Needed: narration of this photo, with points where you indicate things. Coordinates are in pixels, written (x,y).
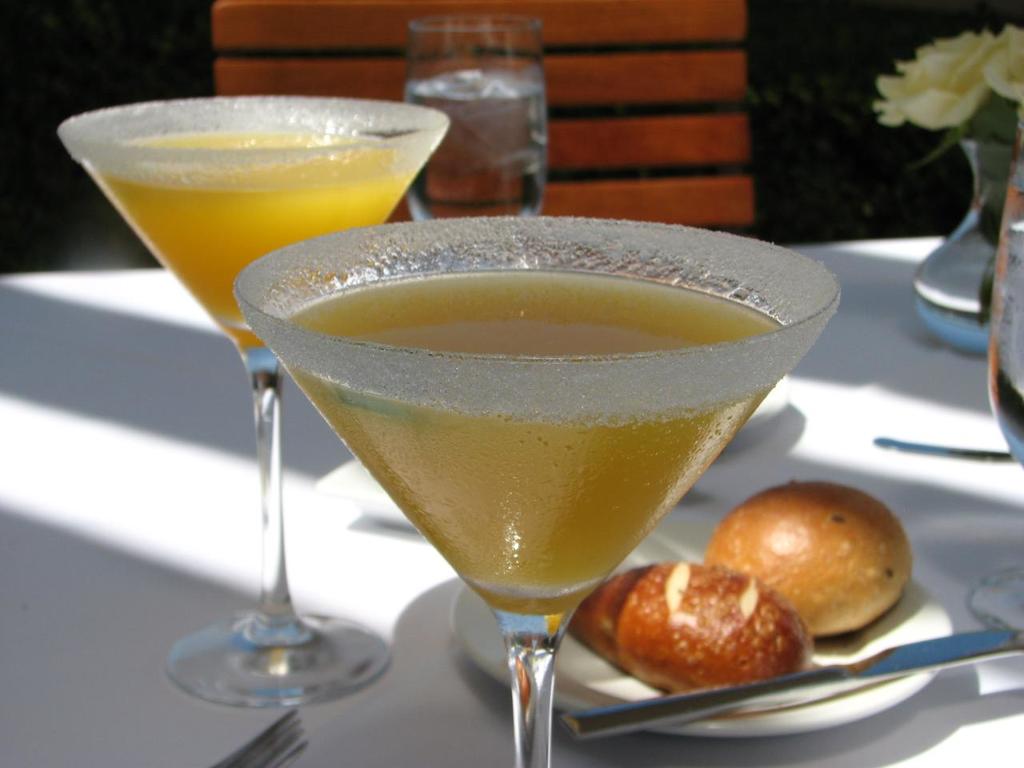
This picture shows few glasses (581,579) on the table (369,695) and we see food (860,536) in the plate (592,701) and fork (217,767) and we see knife (670,711) on the plate (942,618) and we see a flower pot (973,196) on the table (93,698).
